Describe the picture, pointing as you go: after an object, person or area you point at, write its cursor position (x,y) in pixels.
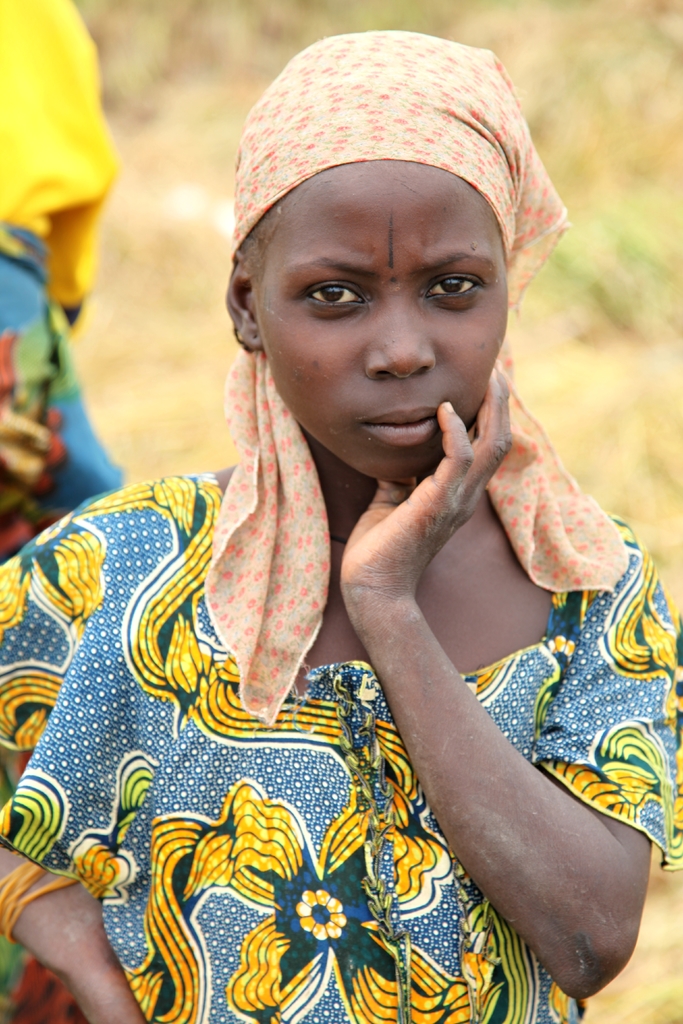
In the picture I can see a girl (279,352) wearing clothes (303,632).
